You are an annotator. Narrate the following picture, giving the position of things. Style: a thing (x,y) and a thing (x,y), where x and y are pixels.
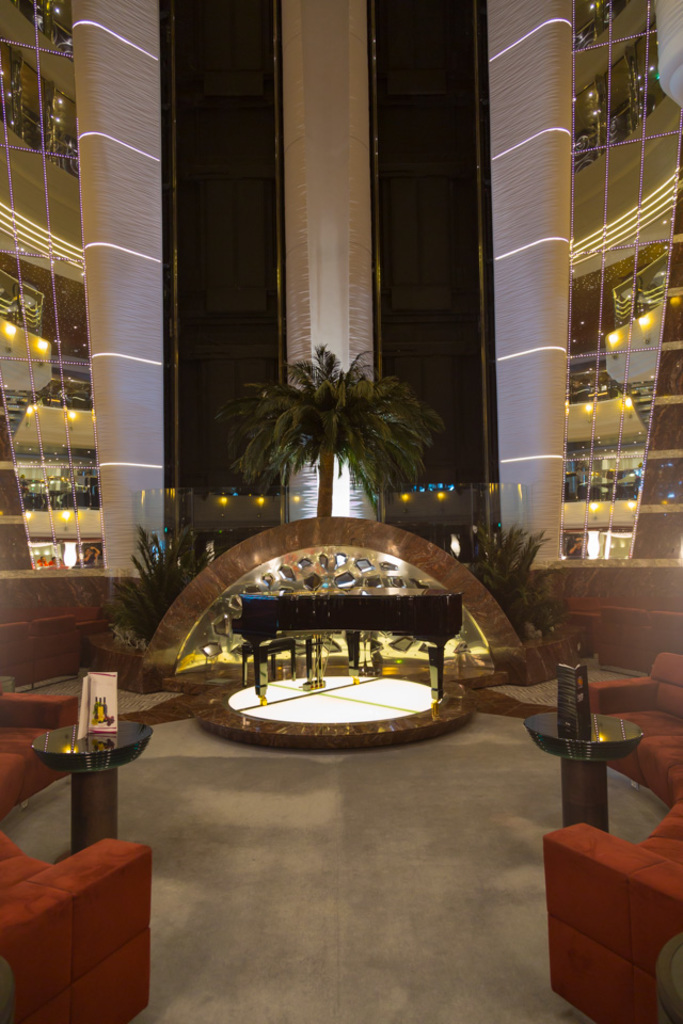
In this image I can see the inner view of the building (165,378). Inside the building (189,739) I can see the couches (147,888). In-front of the couches (44,768) I can see few boards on the stands (567,745). In the background (161,579) can see the tree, plants (187,577) and the glass wall (22,452).
